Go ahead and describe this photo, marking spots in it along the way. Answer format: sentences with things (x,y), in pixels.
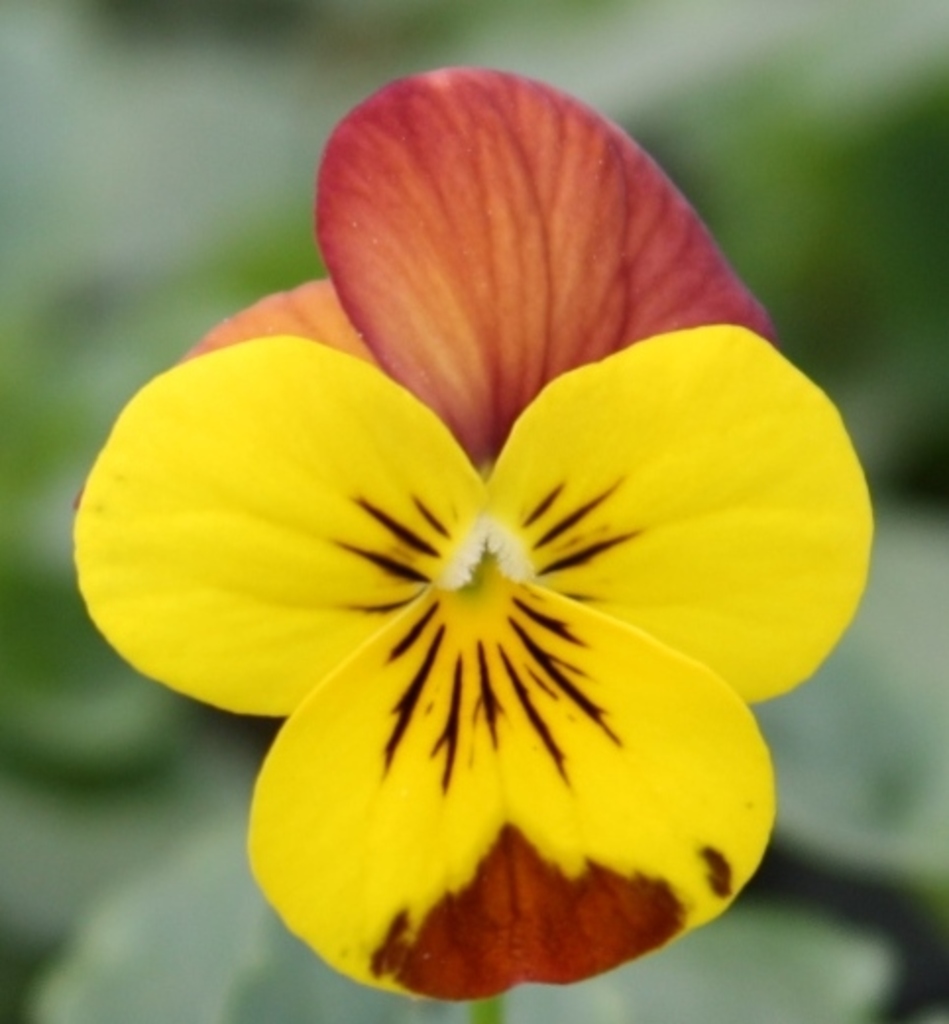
In this image we can see a flower (428,317) and blur background (241,263).
